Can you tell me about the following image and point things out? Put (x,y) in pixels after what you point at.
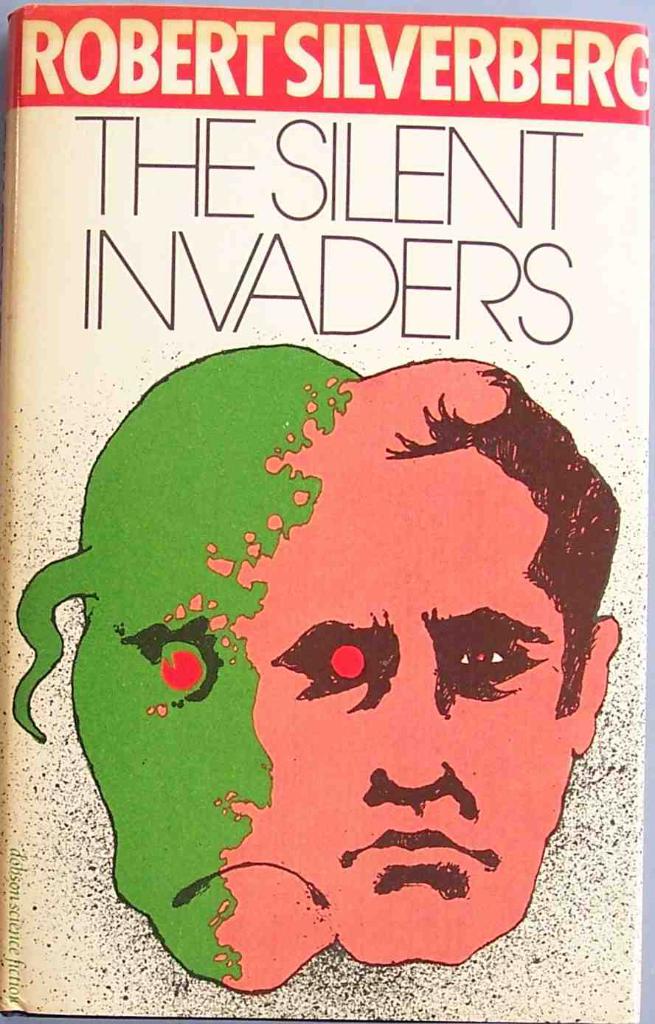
The picture consists of a book (306,610), on the book (241,282) there is text (421,334) and there is painting (300,571) of human face (360,630).
